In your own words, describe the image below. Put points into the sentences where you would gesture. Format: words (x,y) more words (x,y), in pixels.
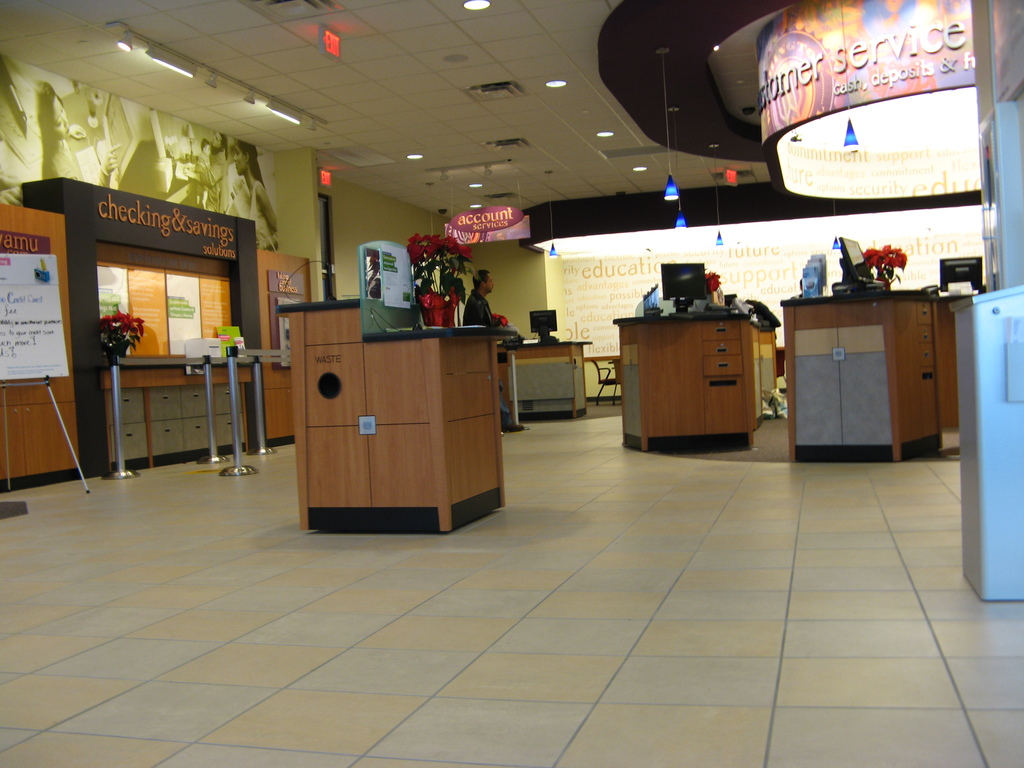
This image is taken inside a room (54,667). At the bottom of the image (575,561) there is floor (538,650) with tiles (690,642). In the right side of the image (830,406) there is a table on which there is a monitor (865,272) and a flower vase (881,260). In the left side of the image (20,342) there are few stores (138,303) and a board (27,331) on with text (30,333). In the middle of the image (363,503) there are few tables (737,322) with a plant (432,286) and pot (436,314) on them and a man (518,430) standing on the floor (518,451). At the top of the image (499,152) there is a ceiling (497,79) and light (412,156).
